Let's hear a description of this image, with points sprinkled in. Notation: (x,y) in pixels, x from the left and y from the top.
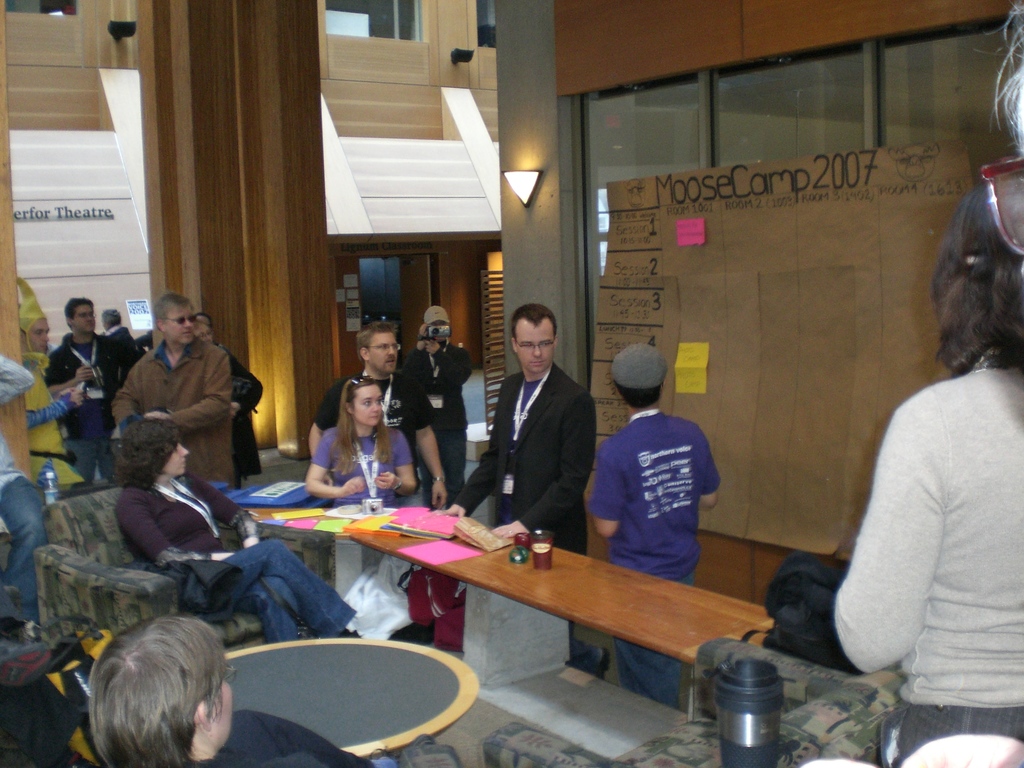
In the foreground (170,703) I can see two persons (187,709) are sitting on sofas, table (600,602) on which papers (457,550), cups (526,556) are there and a group of people (622,516) are standing and walking on the floor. In the background (788,527) I can see a wall (764,560), light (526,197), doors (405,271), windows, boards (783,353) and so on. This image is taken may be in a hall (291,574).
